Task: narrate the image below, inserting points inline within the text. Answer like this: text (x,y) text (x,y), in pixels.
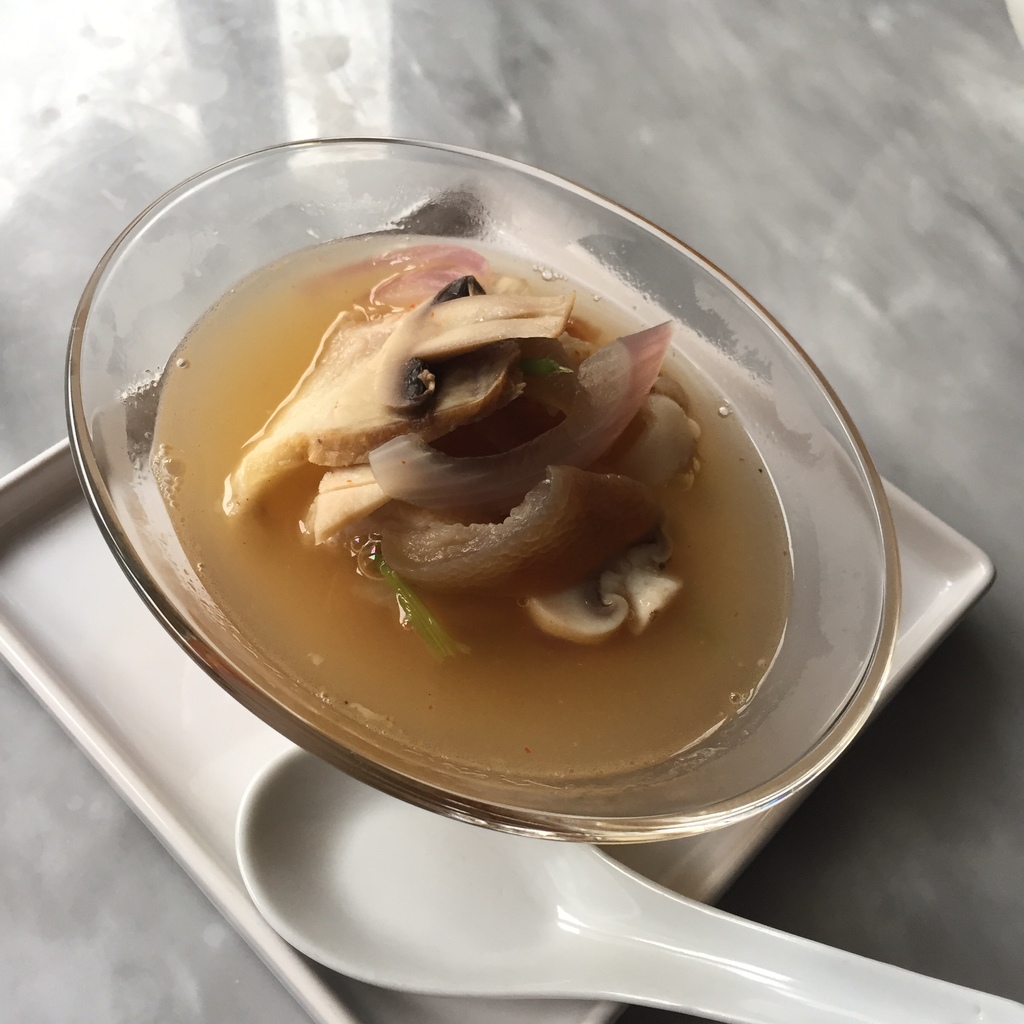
In this image we can see food (497,378) placed in a bowl (775,476) placed in a tray (936,636) along with a spoon (637,969) are kept on the surface (373,13).
